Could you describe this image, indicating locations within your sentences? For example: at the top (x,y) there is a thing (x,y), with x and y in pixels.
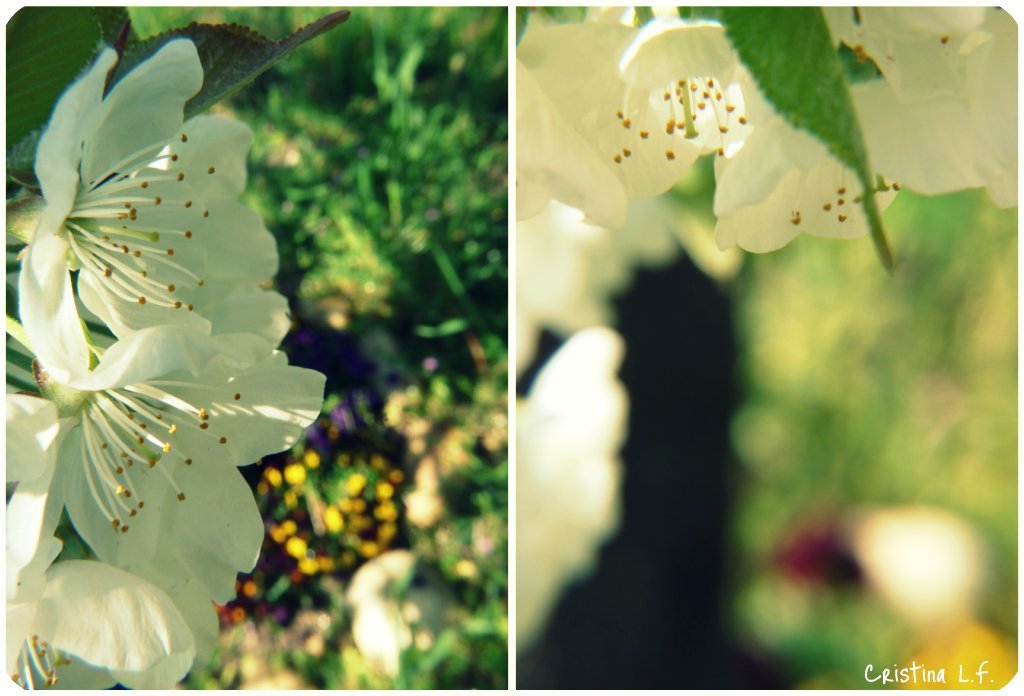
This is a collage image, in this image there are two pictures, in that pictures there are flowers (648,84) on the bottom right (941,681) there is some text (923,676).
